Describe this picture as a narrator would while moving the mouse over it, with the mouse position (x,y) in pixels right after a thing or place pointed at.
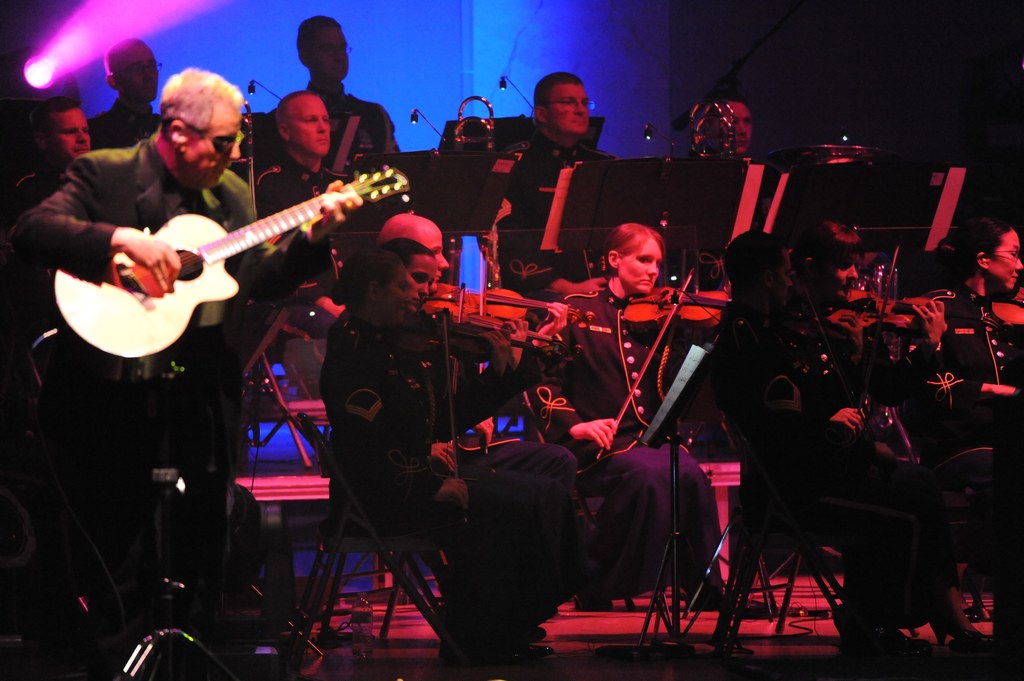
Here is the man (99,251) standing and playing guitar (155,289). There are group of people (541,141) sitting on the chairs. Few people (646,348) are playing violin (645,303). These are the book stands (623,183). This is a show light (45,70) at the background (55,38). I can see a water bottle (365,606) under the chair (358,575).
